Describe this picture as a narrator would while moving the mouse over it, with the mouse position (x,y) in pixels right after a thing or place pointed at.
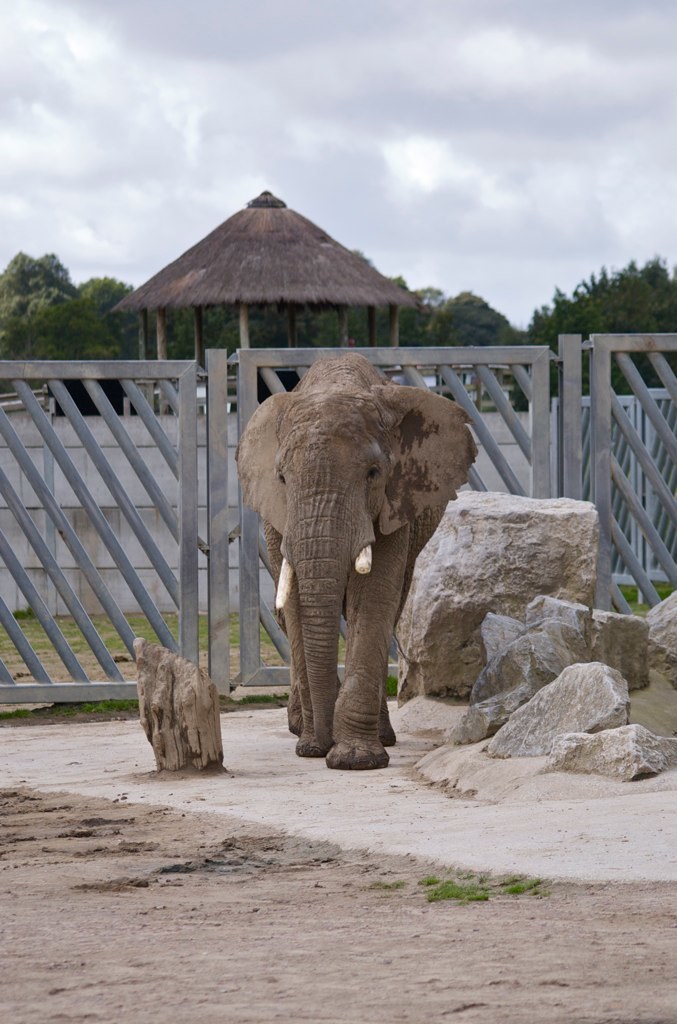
In the center of the image (417,419) there is a elephant (375,493). At the bottom of the image (447,697) there are stones (538,707) and ground (468,944). In the background of the image (545,308) there are trees (274,330), hut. There is a metal fencing (577,385). At the top of the image (161,67) there is sky (140,70) and clouds (298,91).
